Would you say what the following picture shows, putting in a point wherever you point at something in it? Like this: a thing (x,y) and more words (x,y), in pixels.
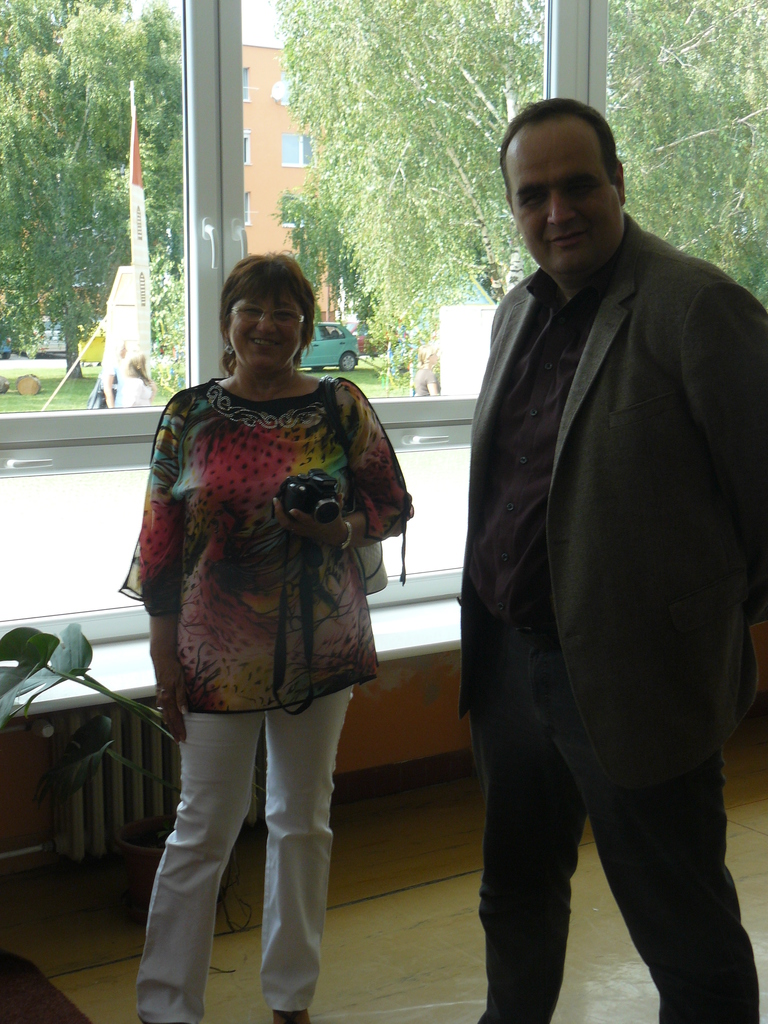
In this picture I can see a person (529,706) standing, woman (270,455) holding camera (306,513), behind I can see glass windows (311,177) to the wall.
